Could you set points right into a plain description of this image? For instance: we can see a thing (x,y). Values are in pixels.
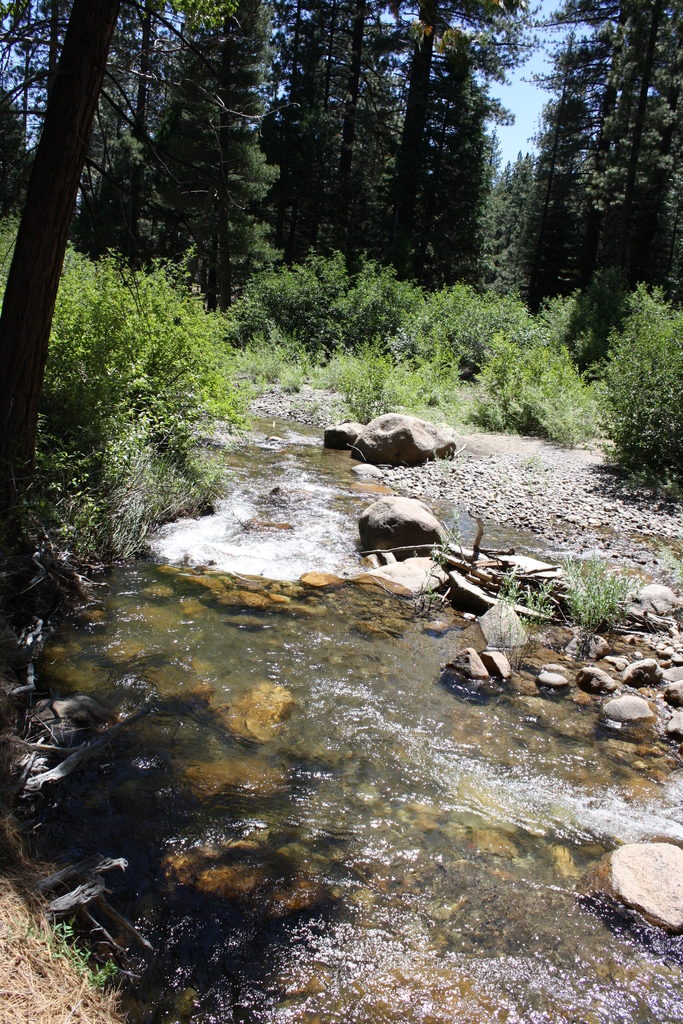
In this image I can see few stones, water (444,639), plants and trees (557,272) in green color and sky (526,95) is in blue color.
